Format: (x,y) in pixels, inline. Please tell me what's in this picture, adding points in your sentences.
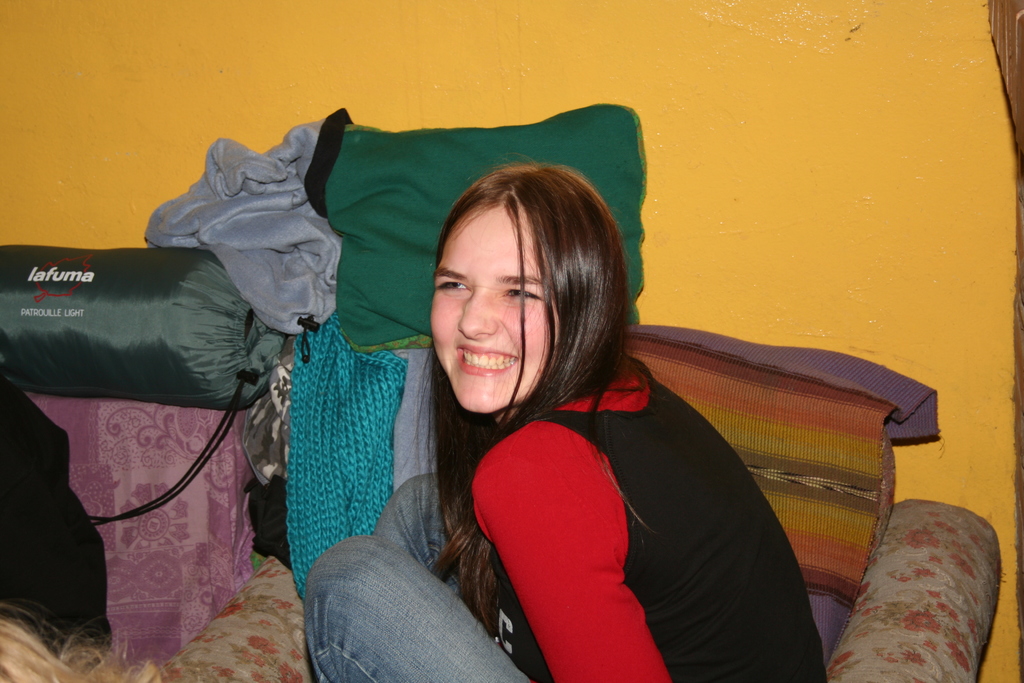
In this image I can see a woman (568,212) is sitting on the sofa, cushions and blankets (252,200). In the background (916,146) I can see a orange color wall (648,130). This image is taken in a room (817,356).
